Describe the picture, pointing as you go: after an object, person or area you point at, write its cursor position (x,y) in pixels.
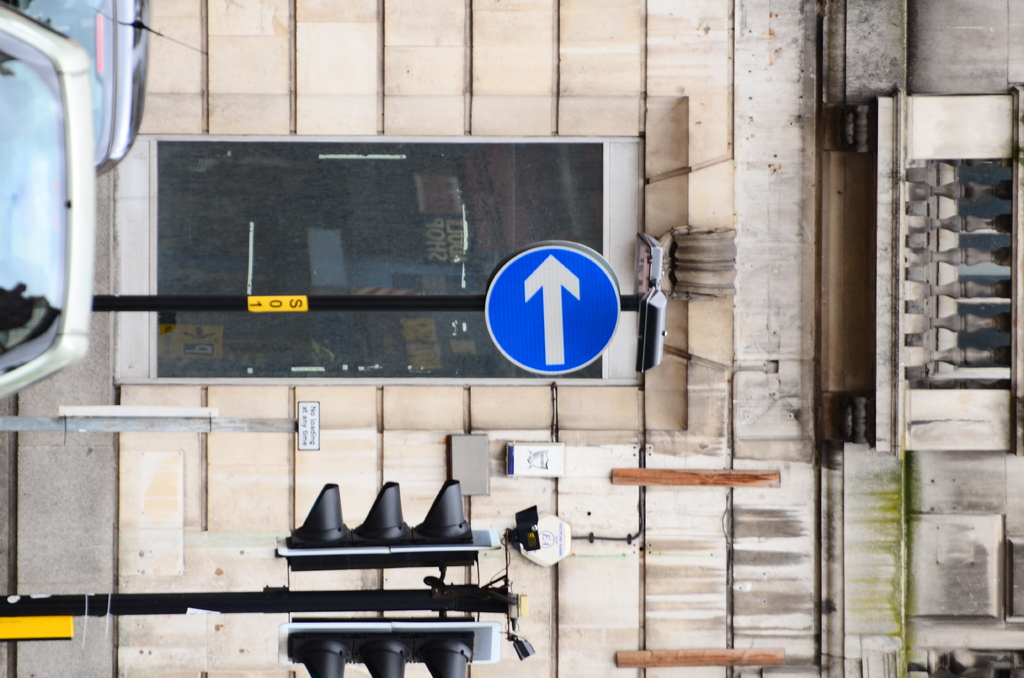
In this picture we can see vehicles (131,45), poles (367,607), traffic signals (326,630), and a board (560,348). In the background (547,494) we can see wall (258,43) and a glass (327,221).
